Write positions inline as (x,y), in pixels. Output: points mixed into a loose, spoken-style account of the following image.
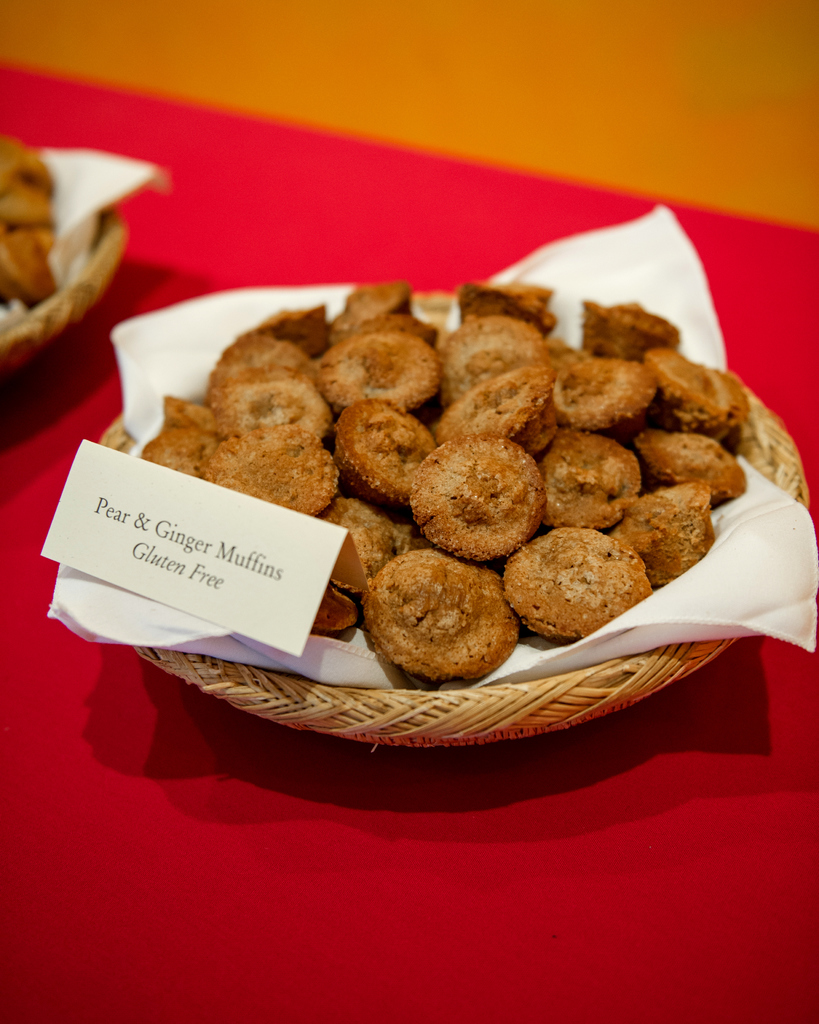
In this image I can see the food (259,406) in the brown color basket (665,653). I can see the food (518,537) is in brown color. These muffins (435,450) are on the red color surface (457,980).
